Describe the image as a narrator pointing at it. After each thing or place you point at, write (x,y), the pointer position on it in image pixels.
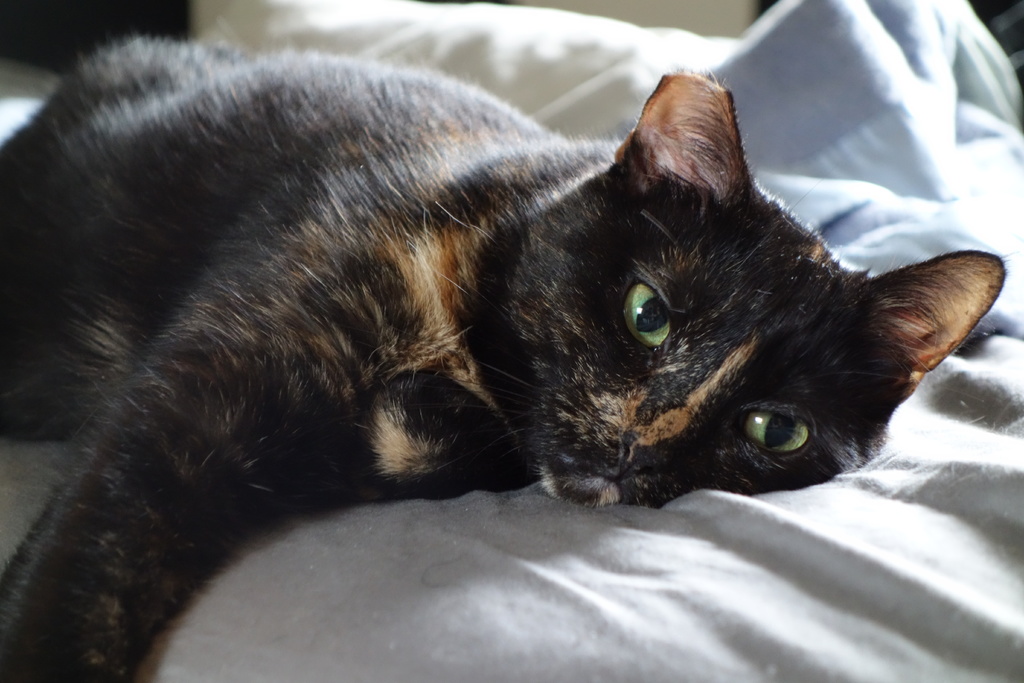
In this image, we can see a black color cat (447,414) on the bed (483,594).
